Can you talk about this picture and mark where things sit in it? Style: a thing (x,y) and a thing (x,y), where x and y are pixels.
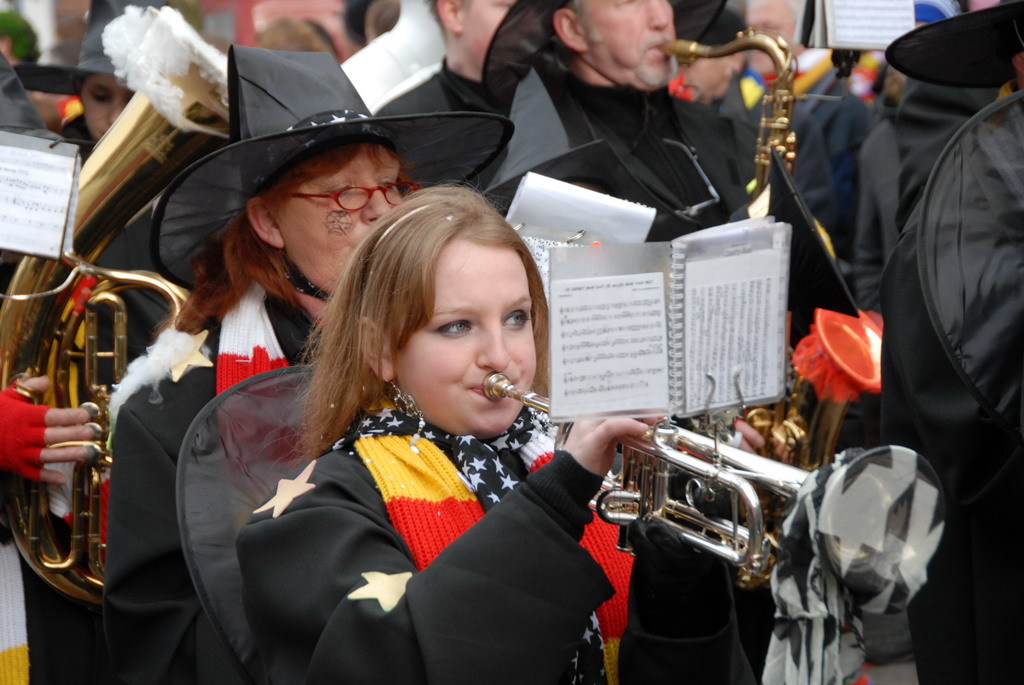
This image consists of many people (675,190). In the front (343,541), we can few people (352,498) wearing black coats (758,654) are blowing trumpets (709,439).
